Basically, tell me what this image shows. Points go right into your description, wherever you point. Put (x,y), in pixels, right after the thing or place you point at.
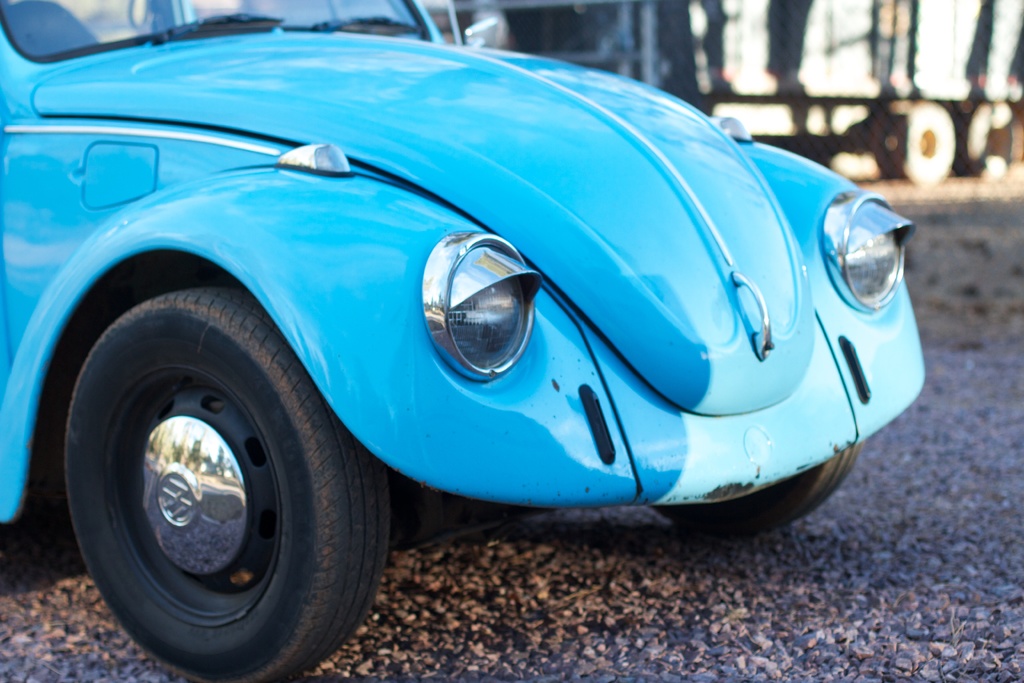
In this image we can see a car (712,247) in blue color with a set of headlights (474,288) placed on the ground (517,659). In the background (971,128), we can see a truck (976,141).
